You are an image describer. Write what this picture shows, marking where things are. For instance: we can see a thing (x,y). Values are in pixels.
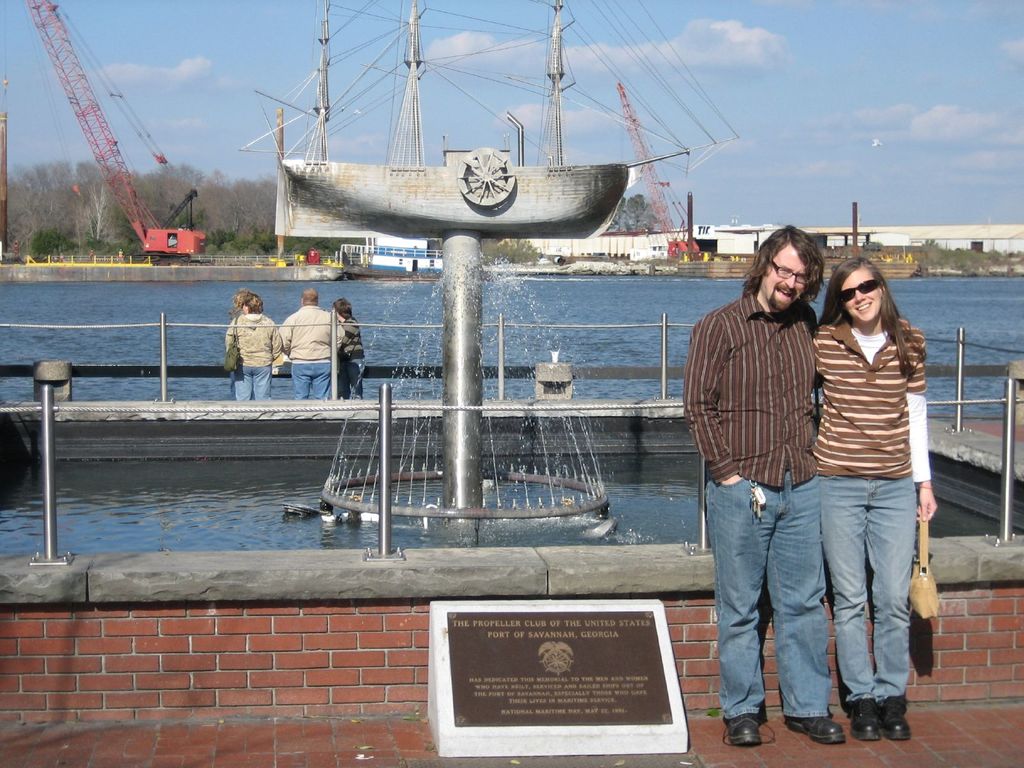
In this image, there are a few people (769,375). We can see the ground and a statue (461,348) with some waterfall (527,494). We can see a board (545,632) with some text (534,698). We can see the fence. We can see some water (723,283), towers (669,229), trees (242,213), buildings (658,237), poles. We can see the ground (764,729) and the sky (829,162) with clouds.
